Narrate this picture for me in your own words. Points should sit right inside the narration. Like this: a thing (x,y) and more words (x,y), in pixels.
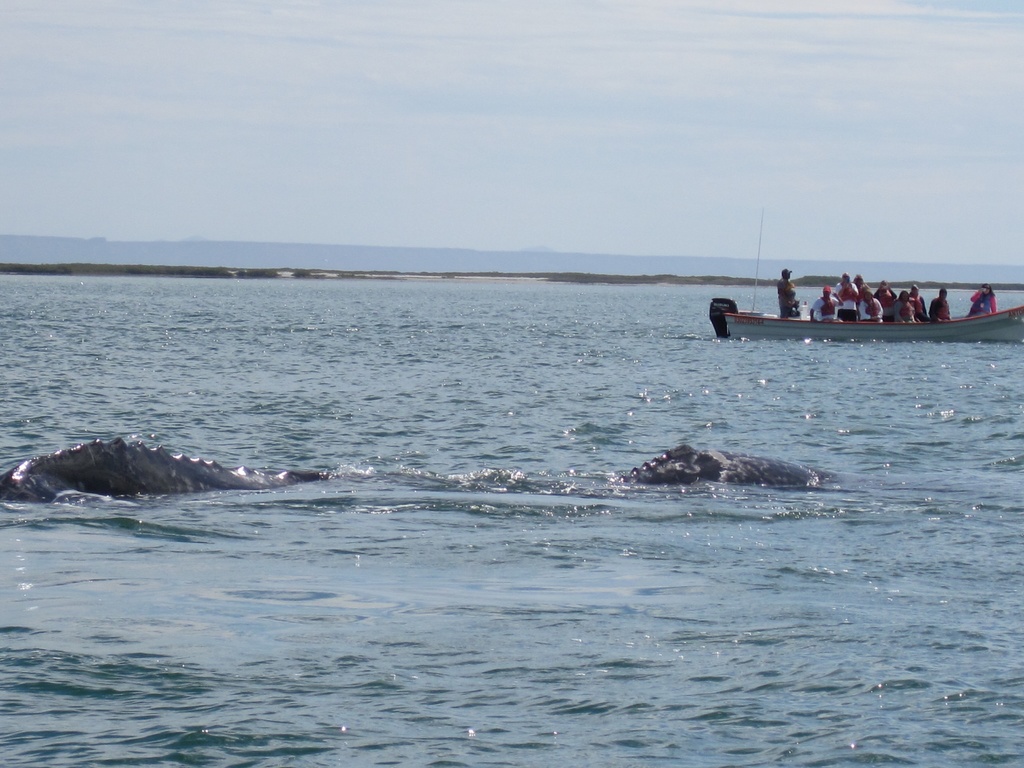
In this image I can see the water (471,629) and a black colored object (184,469) in the water (809,431). I can see a boat (866,328) which is white and red in color on the surface of the water (874,355) and few persons (880,314) in the boat (888,327). In the background (222,269) I can see the ground (257,271) and the sky (688,250).
